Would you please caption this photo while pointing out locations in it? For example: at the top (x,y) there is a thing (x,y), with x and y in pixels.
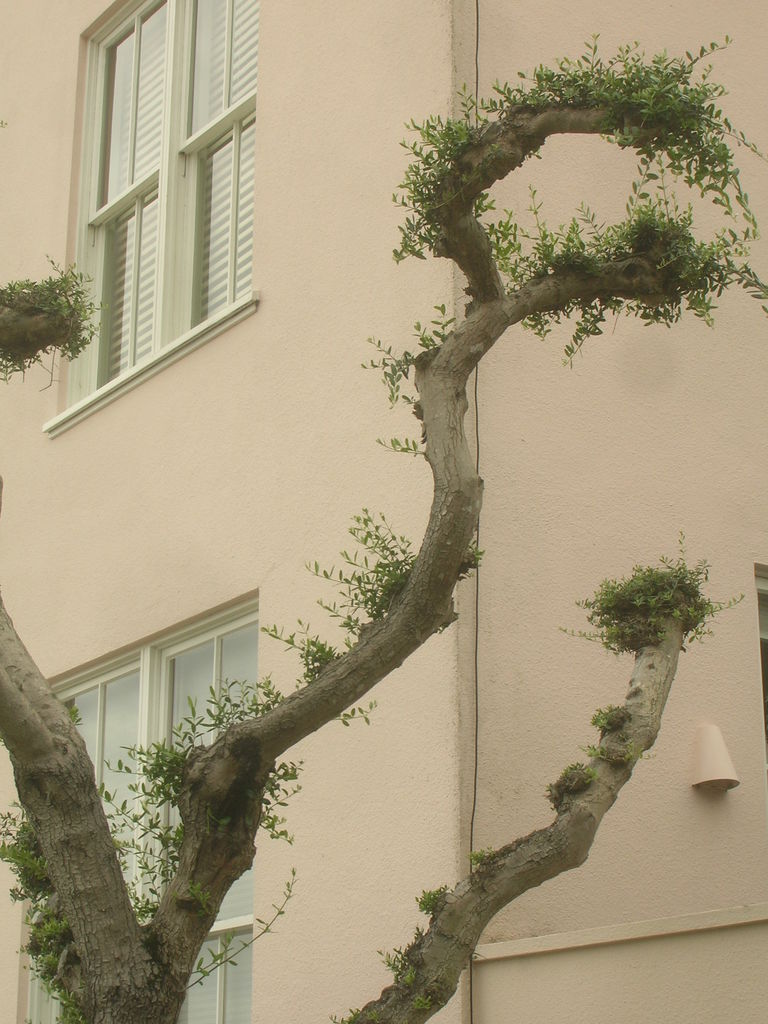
In this picture we can see a building (734,115), windows (104,372). We can see a tree (44,775).
